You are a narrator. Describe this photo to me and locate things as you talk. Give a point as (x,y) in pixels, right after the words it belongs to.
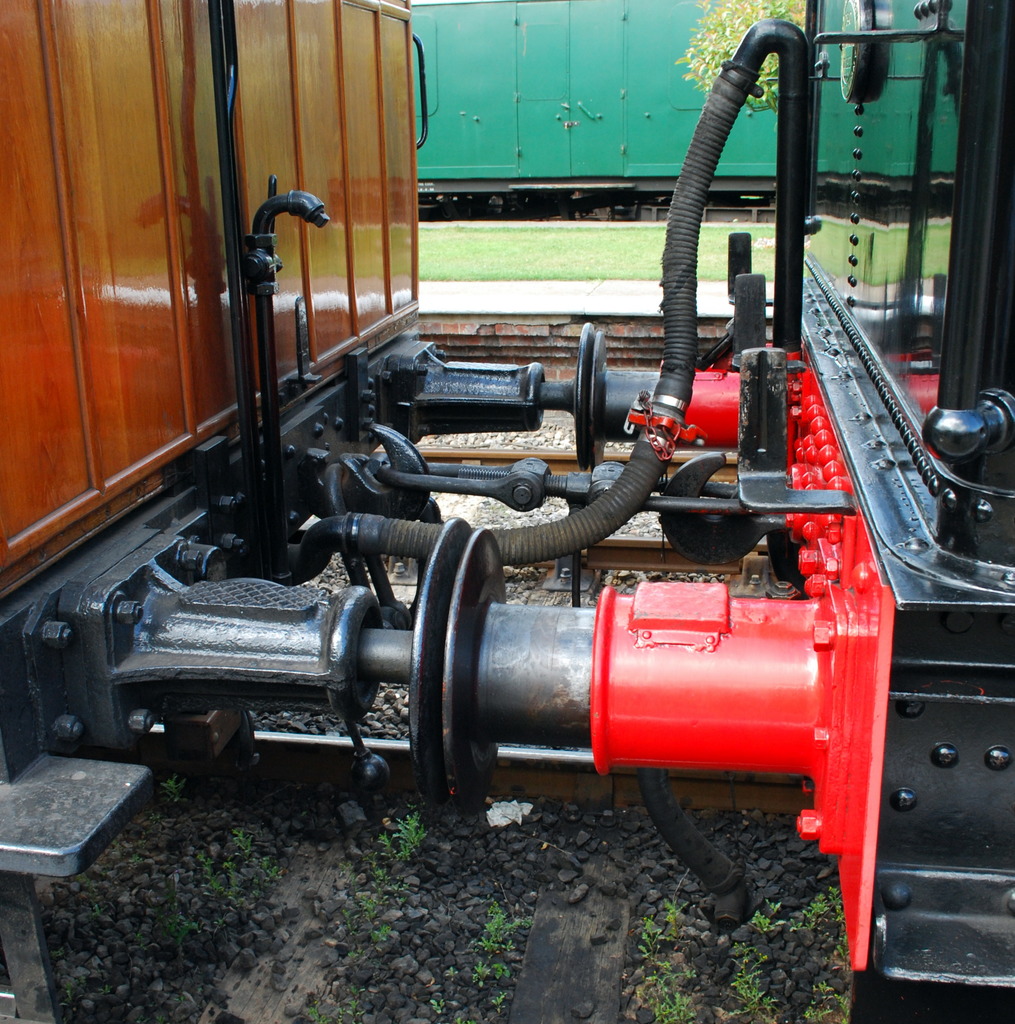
We can see train (536,494) on track (463,507). In the background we can see grass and plant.
